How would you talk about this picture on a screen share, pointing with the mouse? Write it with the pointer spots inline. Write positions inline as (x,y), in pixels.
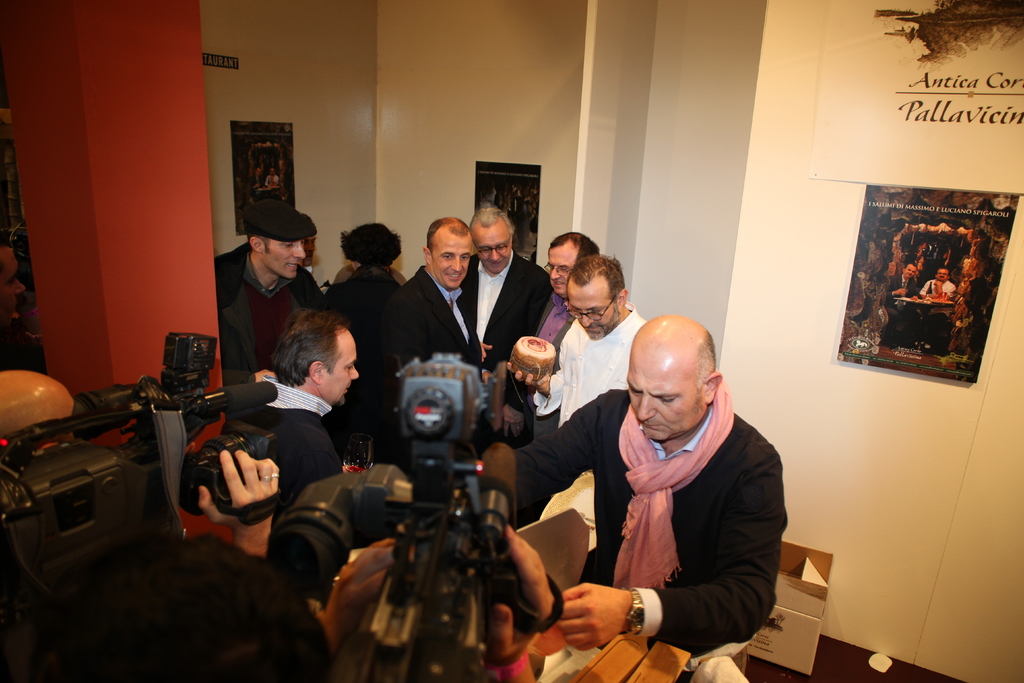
In this image I can see the group of people (521,319). Among them one person (567,346) is doing something. I can see two person (253,550) holding camera (356,477). At the back (895,266) there are frames (896,252) attached to the wall (355,174).
